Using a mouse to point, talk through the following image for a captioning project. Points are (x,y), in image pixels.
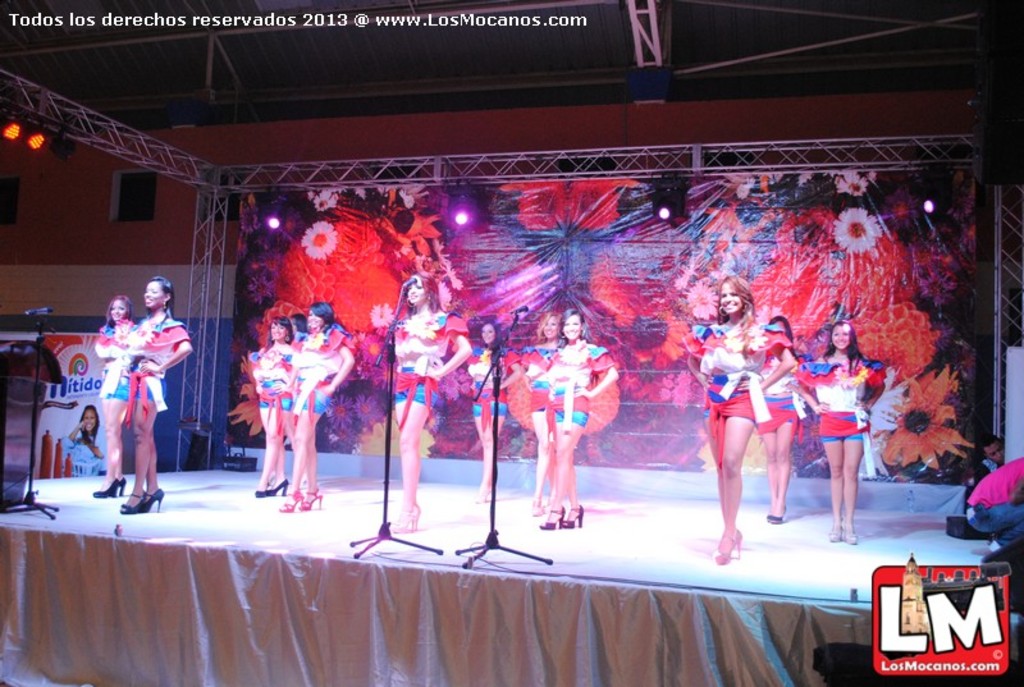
In this image we can see a group of people (482,430) are standing on the stage (509,472), there is a microphone (495,470), at back (695,248) there is the banner (601,185), there are the lights (669,176).
